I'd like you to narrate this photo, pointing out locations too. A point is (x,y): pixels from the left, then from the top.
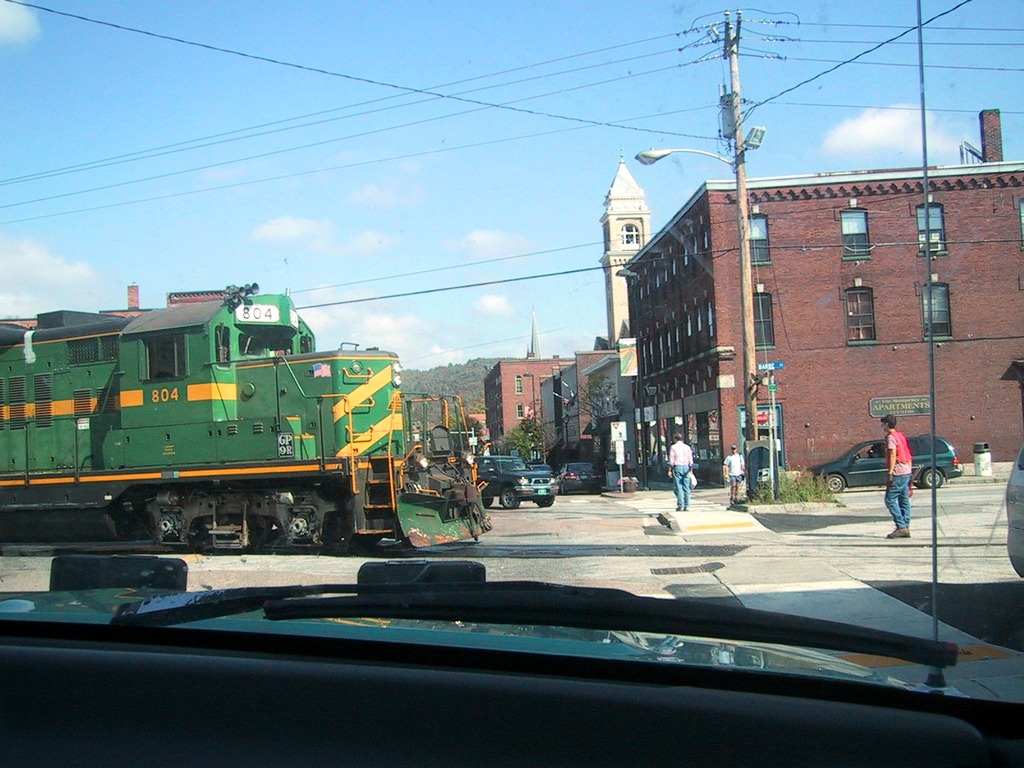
In the picture we can see a street (512,559), in the street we can see a train (9,462) on the track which is green in color with some yellow lines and besides, we can see some people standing on the path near to the buildings (552,401) and we can also see some poles (744,198), street lights (753,147), wires (482,262) to the poles (741,185) and sky (382,208) with a cloud (502,243).
